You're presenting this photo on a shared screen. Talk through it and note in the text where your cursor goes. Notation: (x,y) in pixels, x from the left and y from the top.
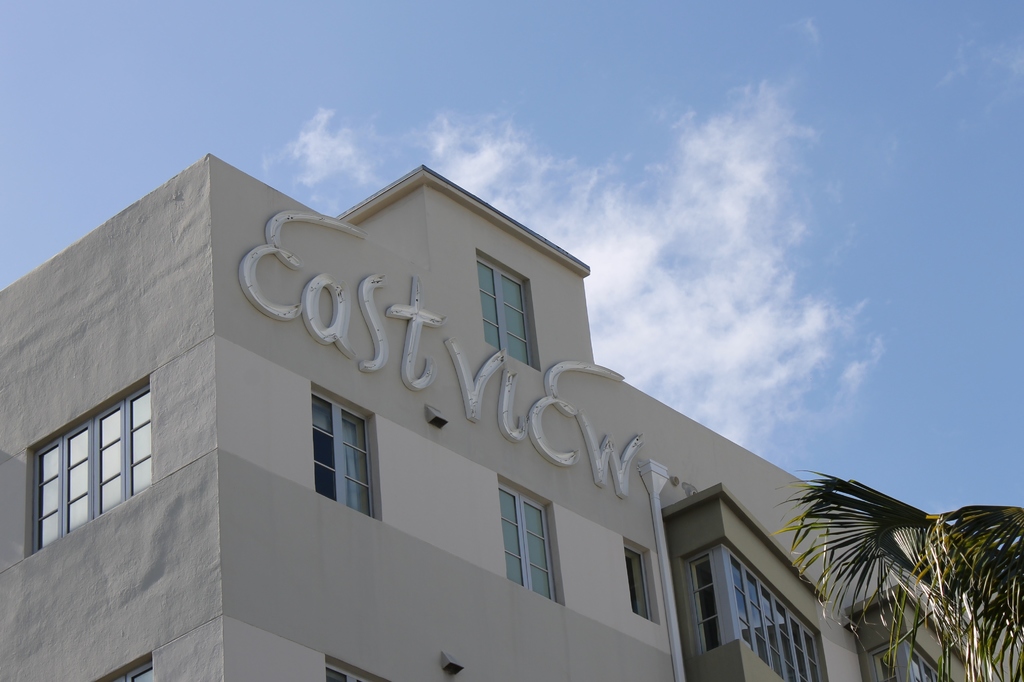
In this image there is a building (769,582). In the right (919,577) there is a tree (908,557). The sky (740,317) is cloudy.
